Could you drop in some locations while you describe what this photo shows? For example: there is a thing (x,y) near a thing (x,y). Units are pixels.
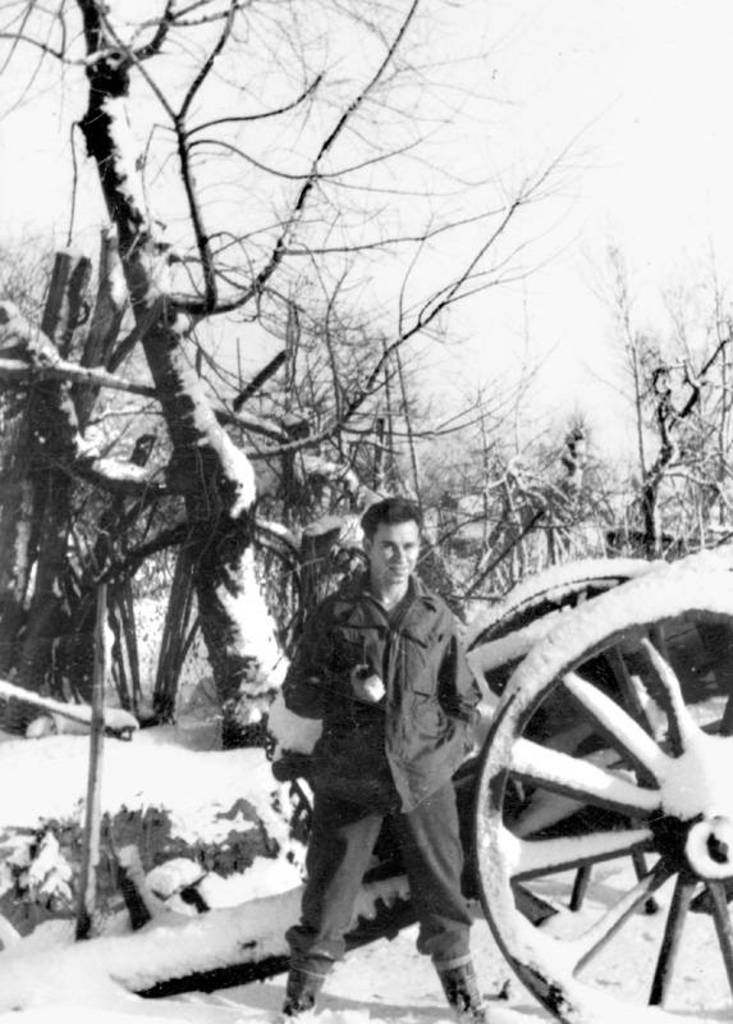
This is a black and white image. In this image we can see a man (390,766) standing. We can also see the trees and also the cart vehicle (559,824). We can see the sky (339,26) and also the snow (3,778).
